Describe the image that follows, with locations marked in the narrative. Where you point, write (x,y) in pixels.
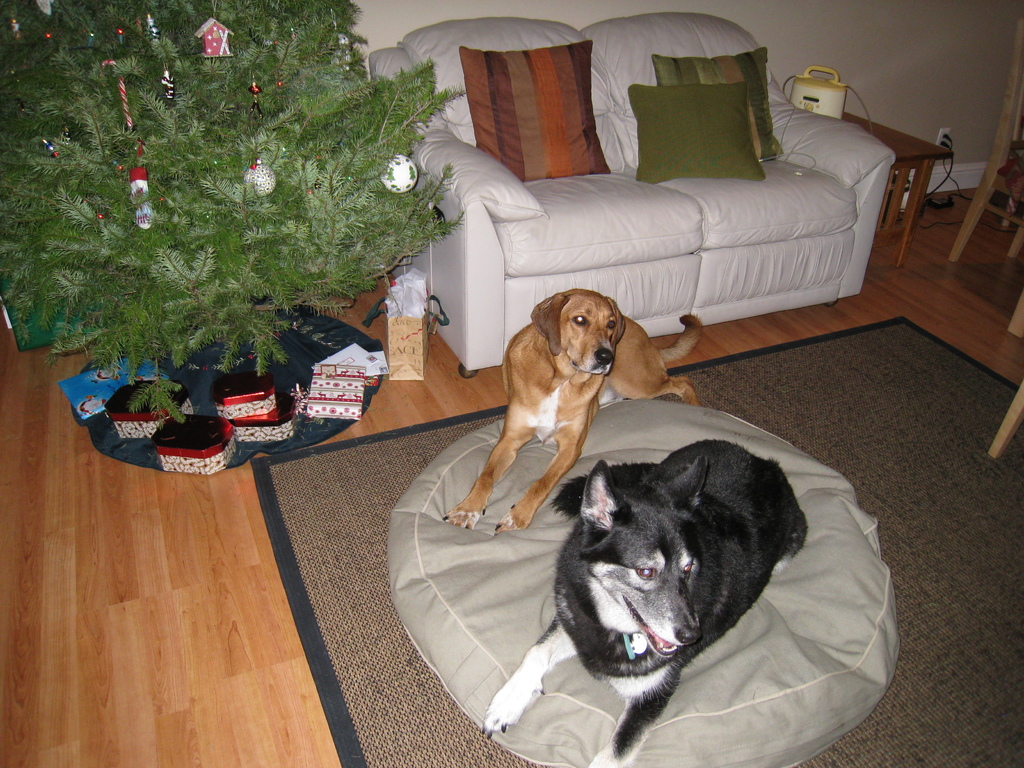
Here we can see a couple of dogs (546,325) are sitting on a bean bag (751,611) and behind them there is a couch (469,154) with cushions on it and beside the couch (470,253) we can see plant (294,158).
